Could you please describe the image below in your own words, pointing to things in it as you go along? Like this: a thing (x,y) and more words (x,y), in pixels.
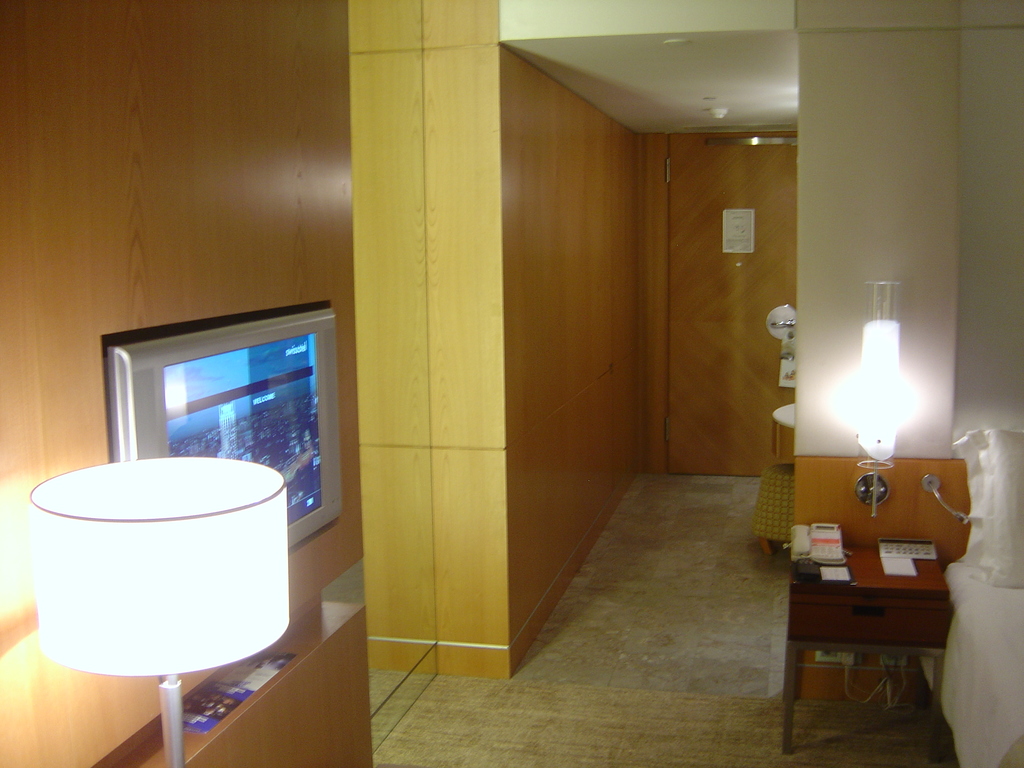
In this image I can see a television (246,348). I can see two lights (267,633). I can see few objects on the table (873,630). In the background (687,290) I can see a door (700,286).
